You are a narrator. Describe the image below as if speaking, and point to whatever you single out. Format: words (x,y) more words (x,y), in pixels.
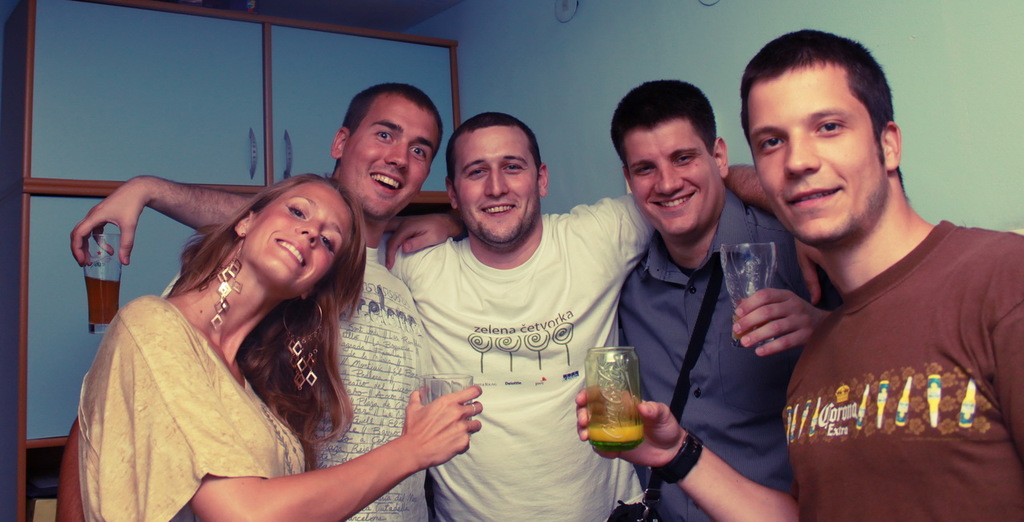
In this image, there are a few people (262,275). Among them, some people (272,512) are holding glasses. We can see the wall (542,130). We can see some cupboards (322,99).
